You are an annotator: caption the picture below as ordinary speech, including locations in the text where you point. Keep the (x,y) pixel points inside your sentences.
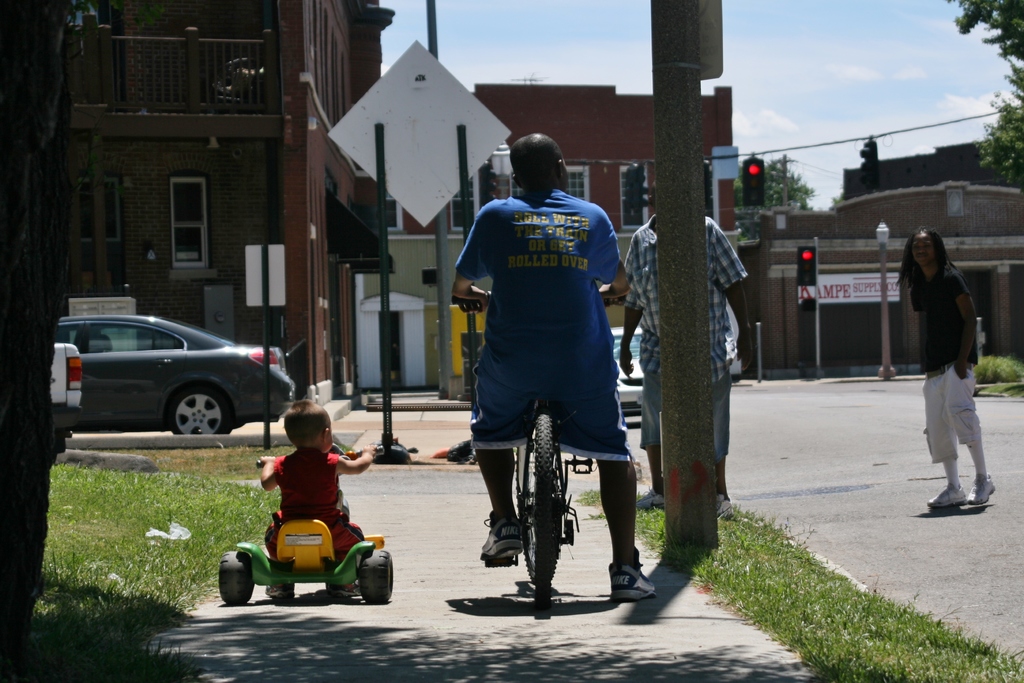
In this image there are some people (588,369) one person (556,389) is sitting on a cycle (548,476) and one child (310,494) is sitting on some vehicle (292,552), at the bottom (200,467) there is grass (122,616) and walkway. In the background (146,242) there are some buildings (827,248), poles (440,311), traffic signals (434,275) and some cars (263,355). At the top of the image (791,76) there is sky (808,117).
